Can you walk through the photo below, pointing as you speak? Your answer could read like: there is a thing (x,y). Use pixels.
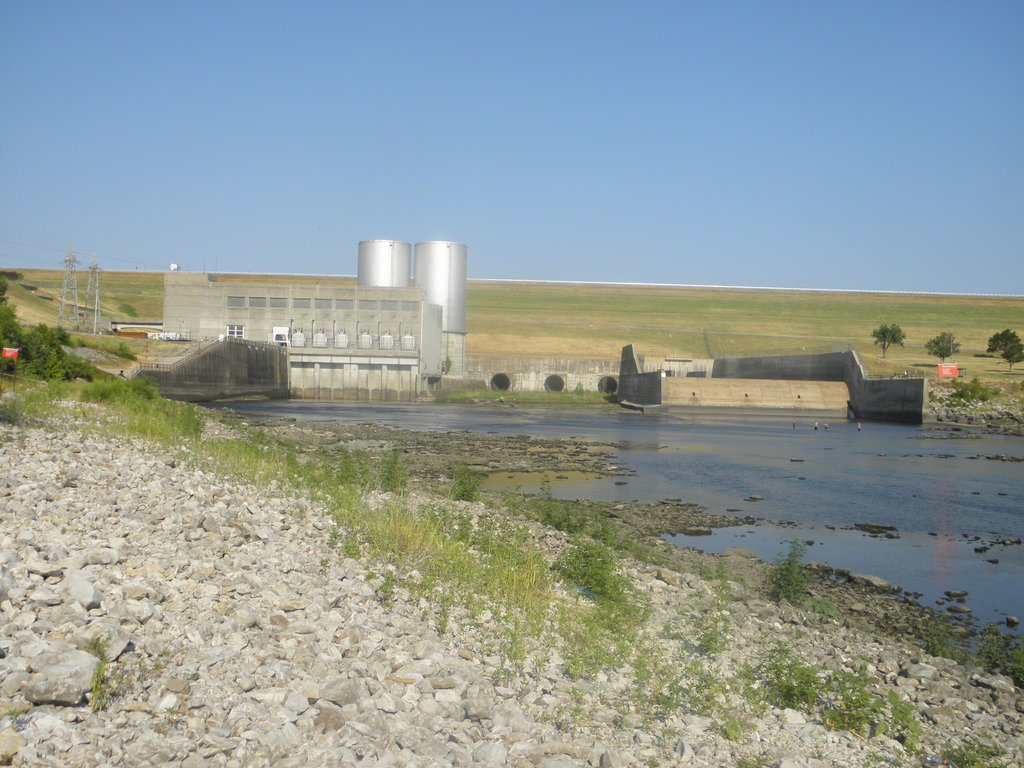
In this image I can see few stones (261,667), the plants (466,534) and trees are in green color. Background (847,489) I can see the water (782,464), the building (404,346) is in gray color, few towers (67,283) and the sky (516,94) is in blue color.
